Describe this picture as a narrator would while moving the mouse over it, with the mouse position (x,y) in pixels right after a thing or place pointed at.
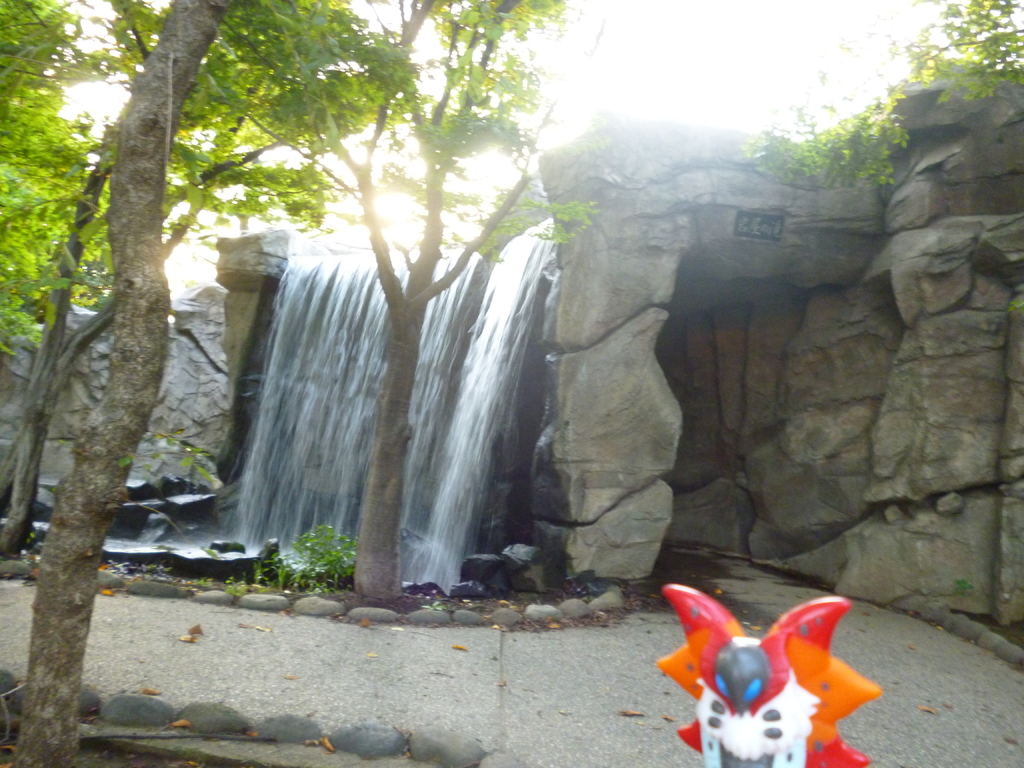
In the foreground of this image (777,698), on the bottom (777,702), there is a toy like an object (754,732). On the left (73,690), there is a tree (38,753) and pebble stones (272,724) are surrounding it. In the background (416,507), there is a water falls (269,379), trees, a plant (332,557), rock (207,384), stones (369,611), the sunny sky (701,78) and the cave (792,415).
